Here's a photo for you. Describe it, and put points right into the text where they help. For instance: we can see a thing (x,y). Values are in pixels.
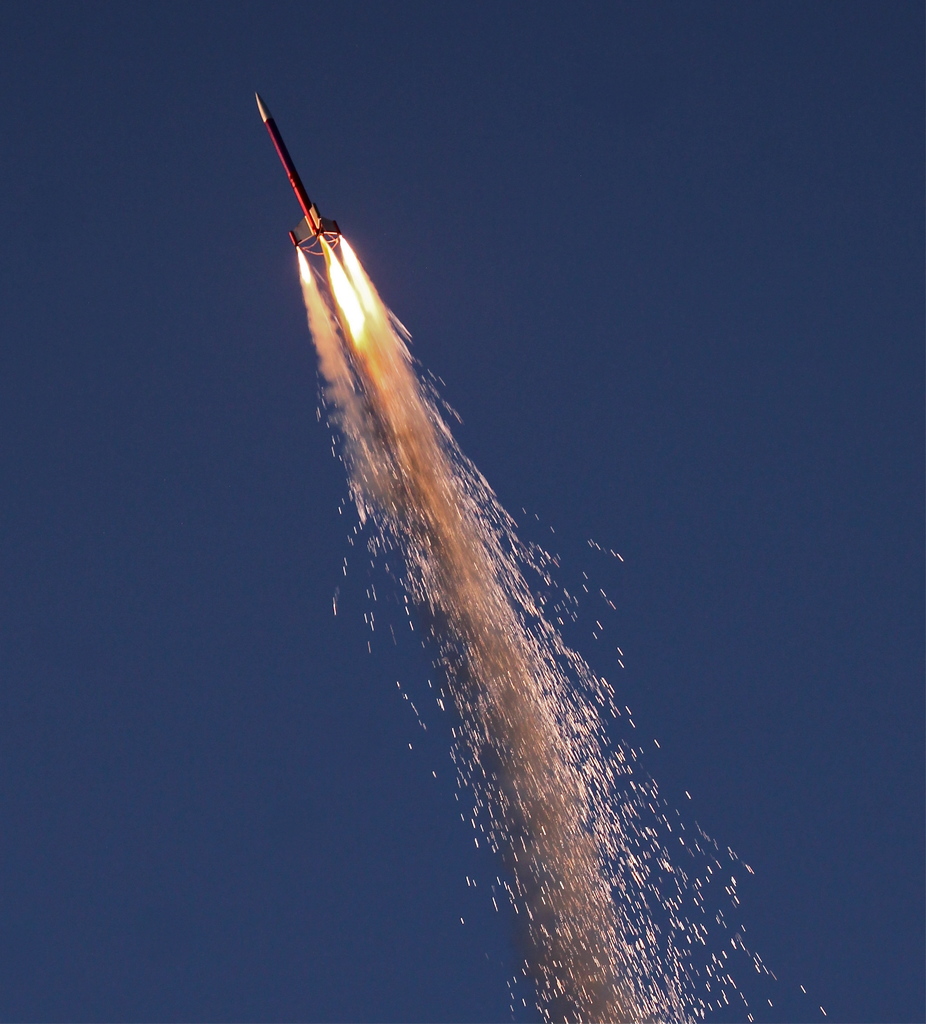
In this image we can see a rocket (314,225) with fire (373,299) flying in the sky (366,625).
